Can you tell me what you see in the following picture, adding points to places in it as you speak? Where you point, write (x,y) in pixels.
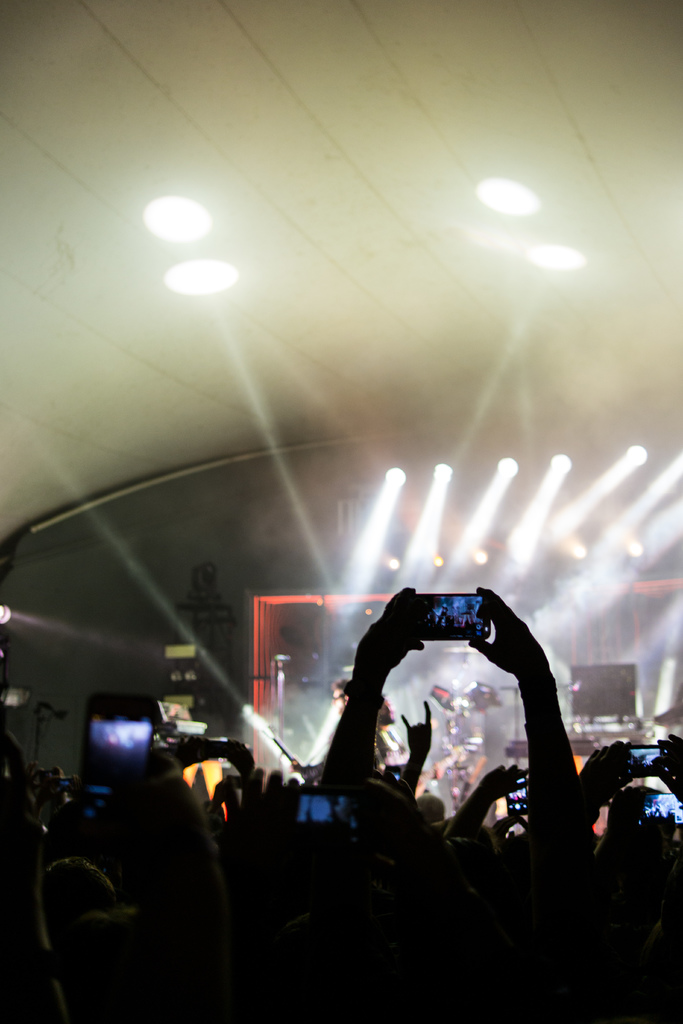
In this image we can see a few people (546,697), among them some people (340,905) are holding the objects (365,806), in front of them, we can see a person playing a musical instrument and there are some objects (439,699), also we can see some focus lights (508,194) and a desktop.
